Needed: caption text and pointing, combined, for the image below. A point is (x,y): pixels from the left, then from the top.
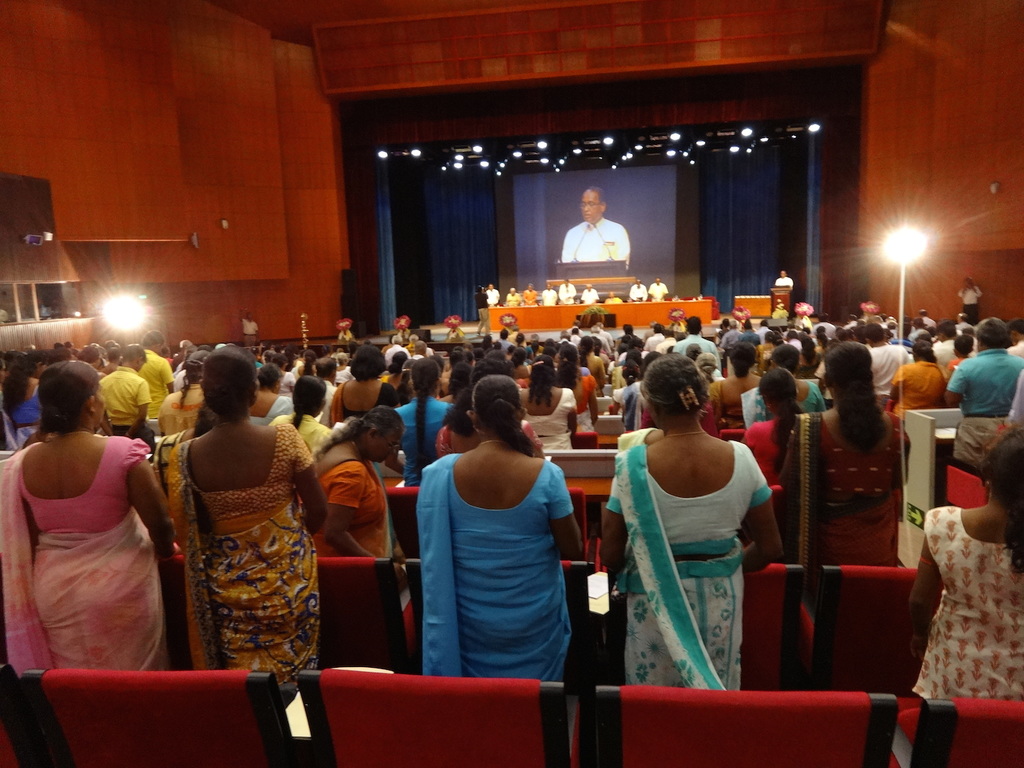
In this image I can see number of persons (386,438) are standing and chairs (445,729) which are red and black in color. In the background (429,331) I can see the stage (434,329), few persons (512,297) standing on the stage (382,335), a desk (775,289), few lights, a screen (577,206), the ceiling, the wall (251,171) and the blue colored curtain (705,159).
